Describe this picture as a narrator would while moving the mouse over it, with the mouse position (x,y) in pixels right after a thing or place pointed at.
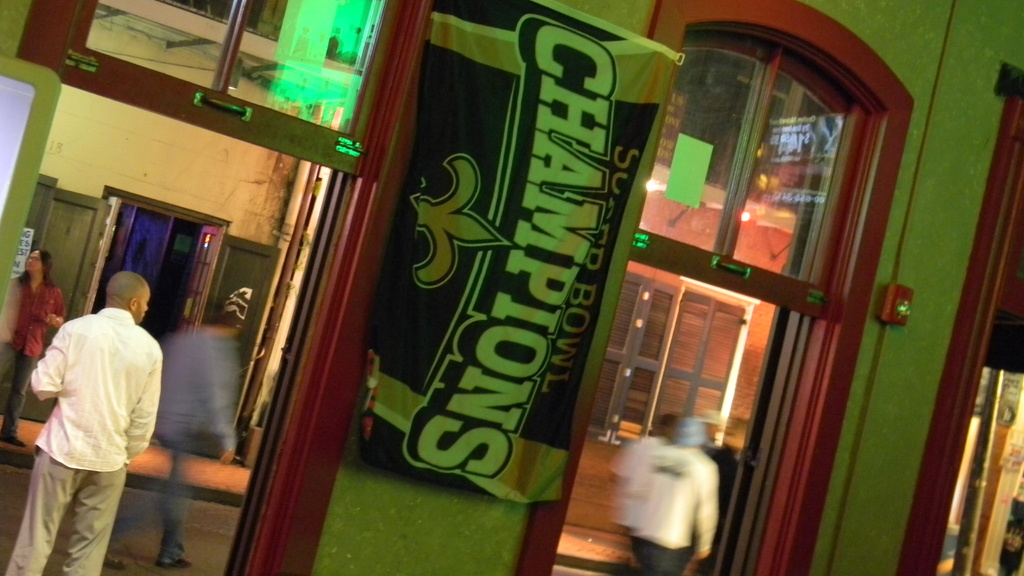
In this picture I can see some people (180,354) walking, there is a man (94,405) standing on the left (34,522) and there are two doors (691,303) here and here I can see there is a banner (496,73) and there is a wall (176,172) in the backdrop (182,167).
